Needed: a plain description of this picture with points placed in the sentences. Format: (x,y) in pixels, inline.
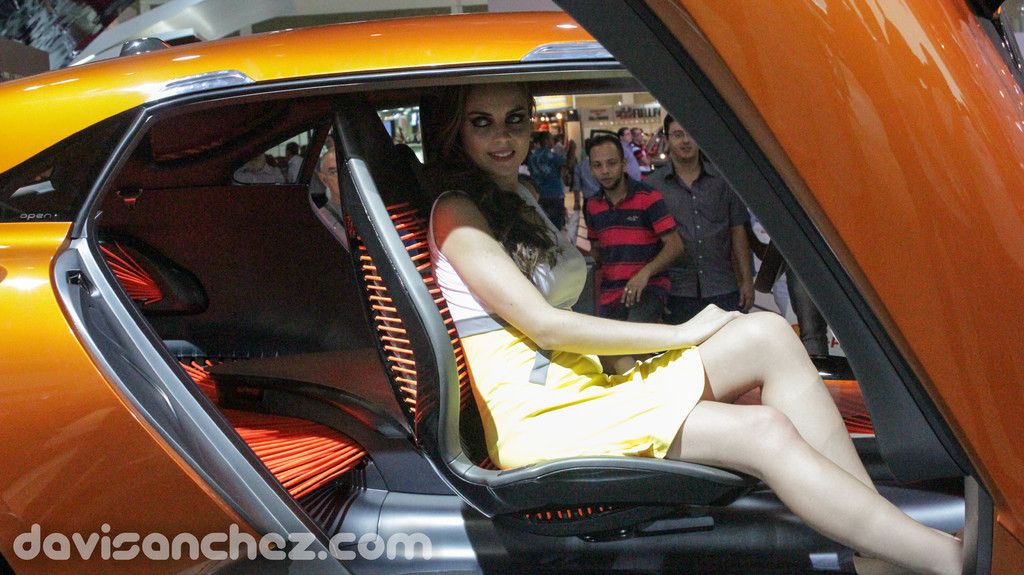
In this picture we can see a women (483,323) sitting inside a car (924,472). On the background (698,256) we can see a store (634,117) and persons (738,217) standing.
